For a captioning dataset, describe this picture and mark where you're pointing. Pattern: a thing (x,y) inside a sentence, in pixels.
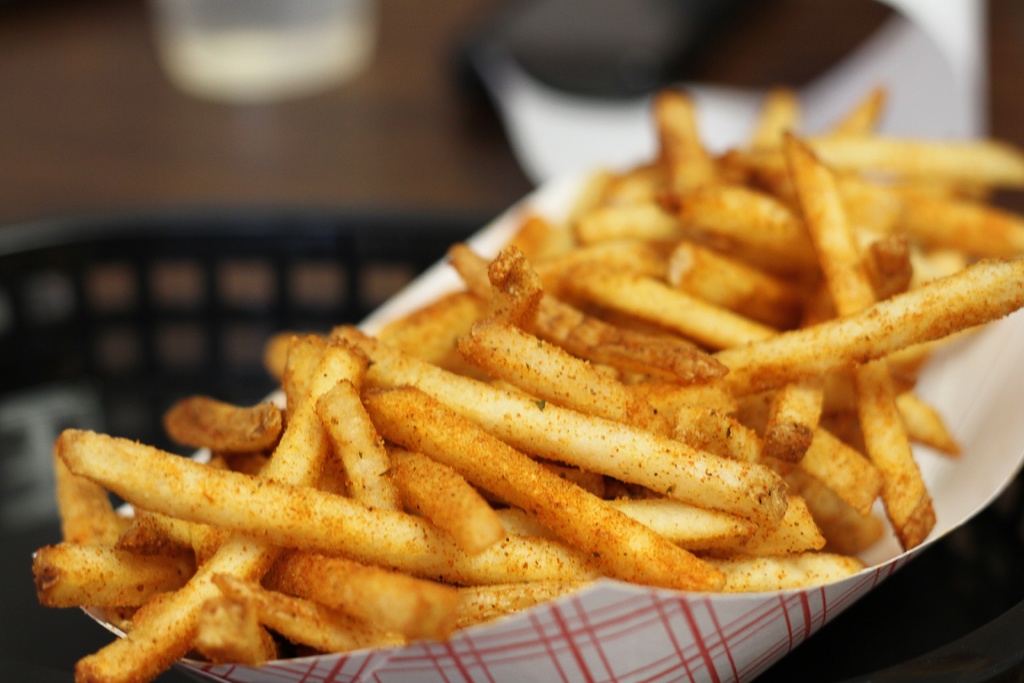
In this picture we can see french fries (660,578) in a paper plate (643,619). In the background of the image (339,188) it is blurry.
